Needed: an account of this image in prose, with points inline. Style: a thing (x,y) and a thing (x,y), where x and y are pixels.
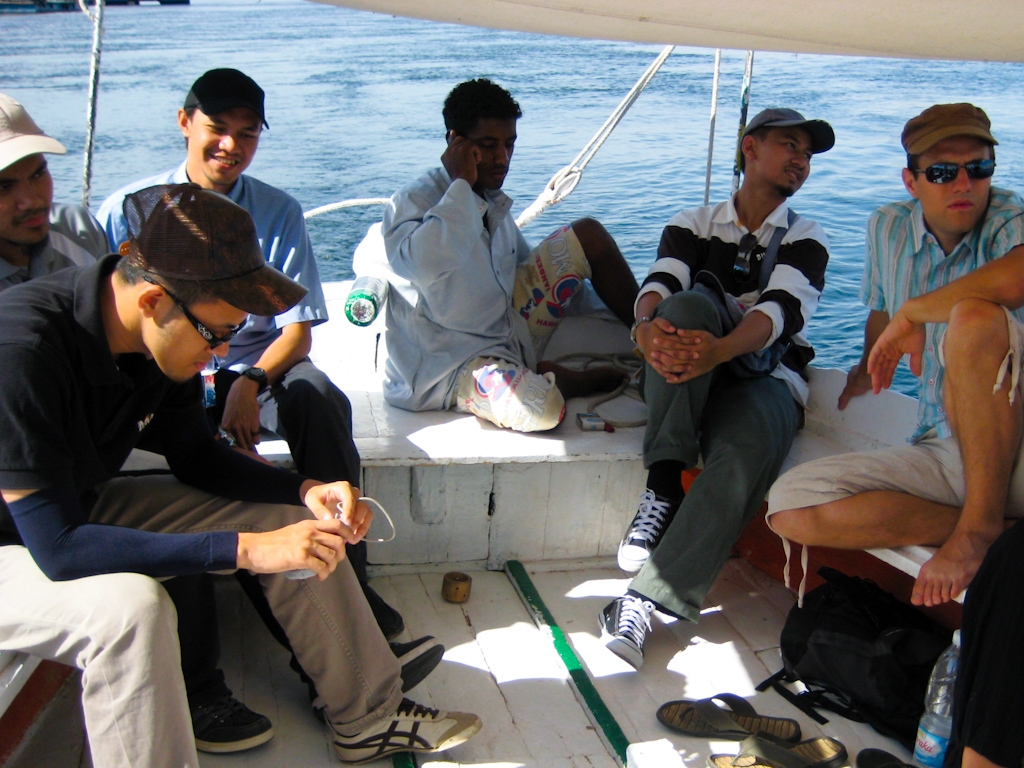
In this image we can see six men (764,375) are travelling in a boat (531,646). Background of the image (886,121) water (734,111) is there.
